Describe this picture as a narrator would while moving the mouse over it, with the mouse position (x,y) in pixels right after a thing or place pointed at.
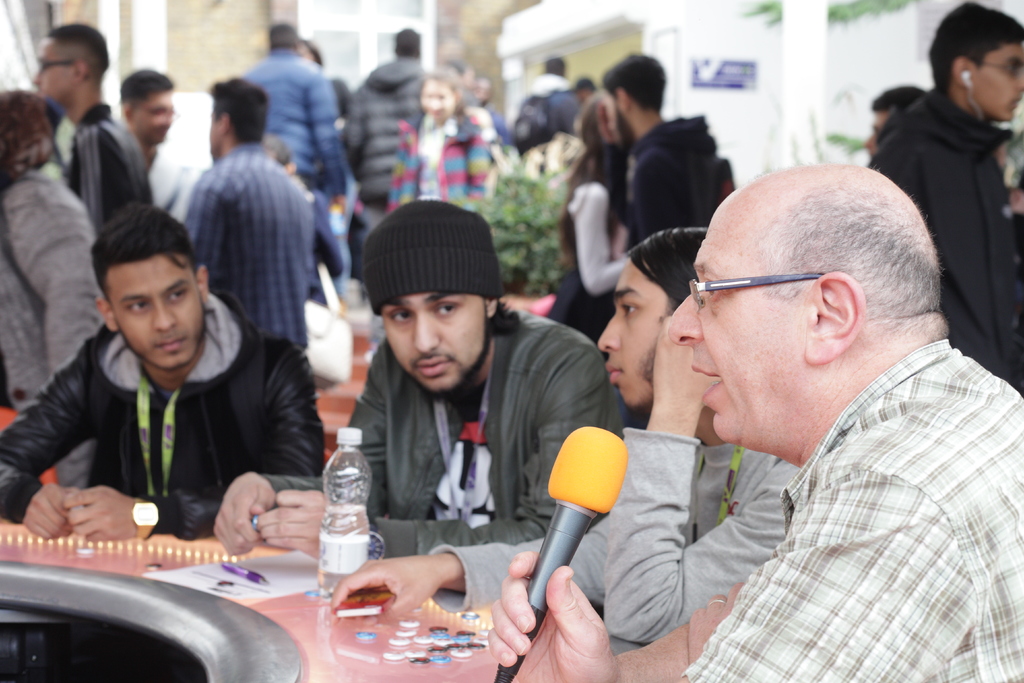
On the right (830,369) there is a man (964,455) who is wearing spectacle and shirt (790,626). He is holding a mic (622,453), beside him we can see three persons (608,342) sitting near to the table (213,613). On the table (408,643) we can see a water bottle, pen (246,576), coins (436,650), paper (275,579) and other objects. In the background (566,233) we can see group of persons (616,175) standing near to the plants (559,220). On the top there is a door (354,7). On the top right (779,20) we can see a tree (769,2). On the left (32,128) there is a woman (67,259) who is wearing jacket (71,220) and standing near to the men (168,112).
